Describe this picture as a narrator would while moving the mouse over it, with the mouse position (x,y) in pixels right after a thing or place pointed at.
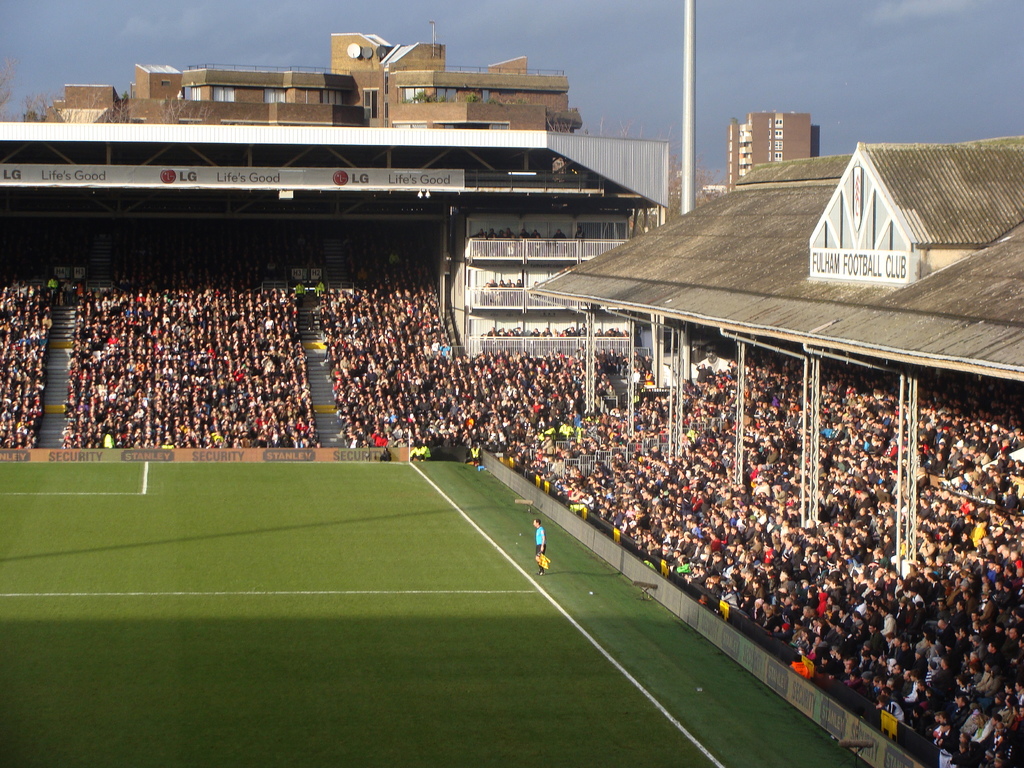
This picture describes about group of people (750,554), few (676,449) are standing and few (781,501) are seated, in the background (776,277) we can see few buildings (705,221) and a pole (689,58), and also we can see grass (258,620).
